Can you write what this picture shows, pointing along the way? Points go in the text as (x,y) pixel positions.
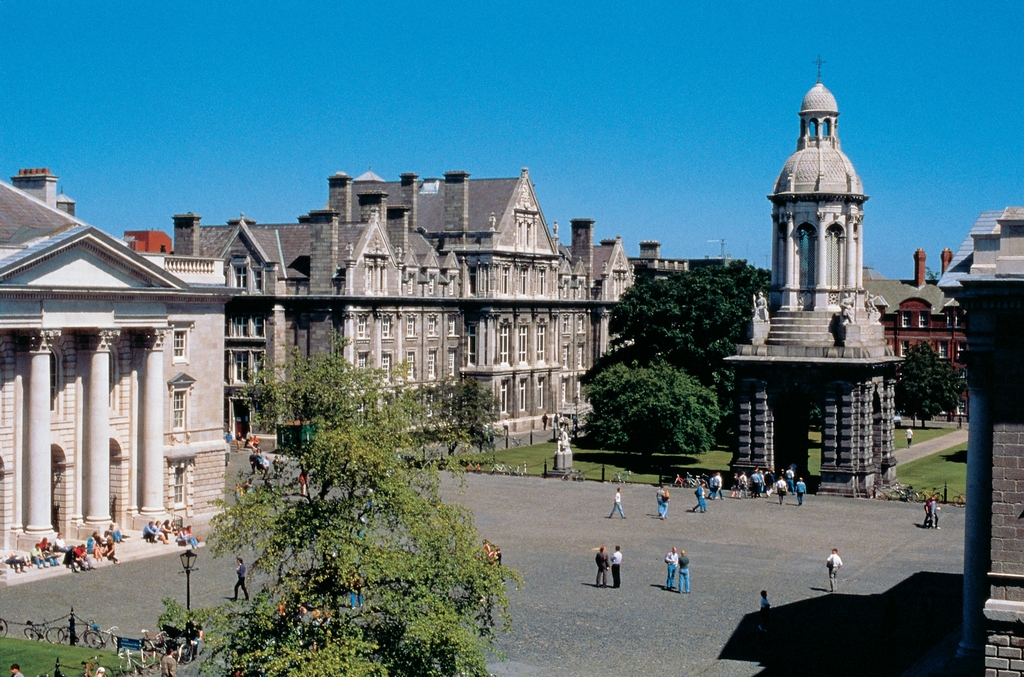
In this picture there are buildings (409,237) in the center (361,317) with pillars (37,396) and windows (468,345). At the bottom (394,483) there is a tree (379,428). Behind it there is a road (445,473) with people (495,561). Towards the left (104,402) there is a building (165,437) with stairs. On the stairs (42,556), there are some people (99,545). On the top (449,113) there is a sky (449,113).
